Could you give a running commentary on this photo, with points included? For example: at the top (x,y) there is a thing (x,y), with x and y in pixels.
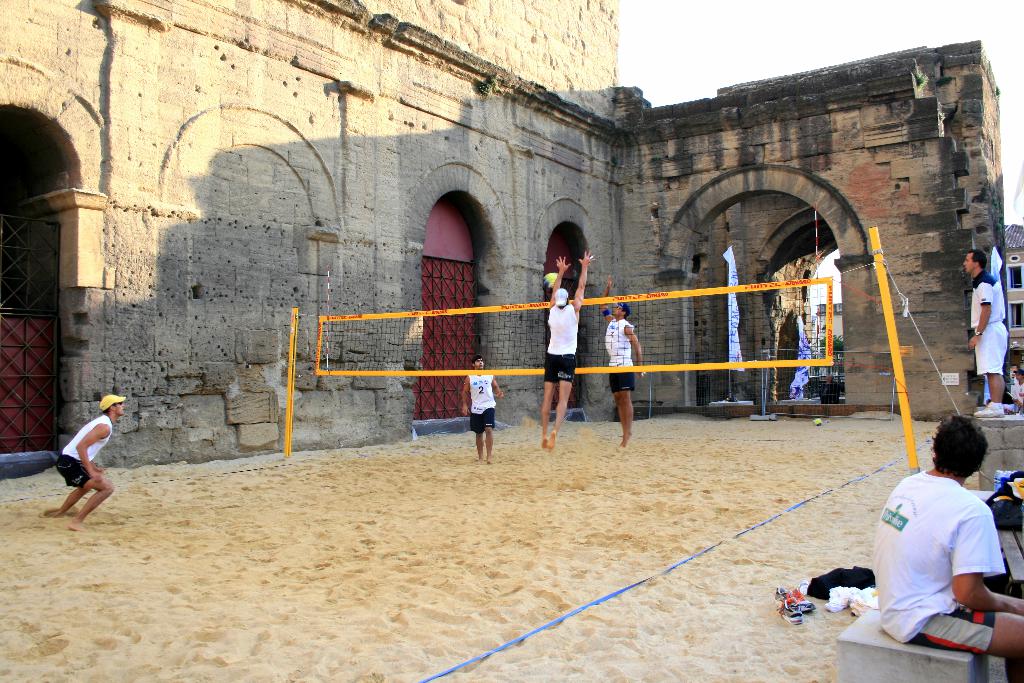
In this image in the center (616,362) there are some people (625,350) who are playing volleyball, and on the right side (942,467) there are some persons (983,321) one person (992,281) is standing and person (947,574) is sitting and also there are some clothes (836,593). At the bottom (627,528) there is sand (518,525), and in the center (446,329) there is a net (434,372) and two poles (291,312). In the background (902,238) there is building (401,165).
